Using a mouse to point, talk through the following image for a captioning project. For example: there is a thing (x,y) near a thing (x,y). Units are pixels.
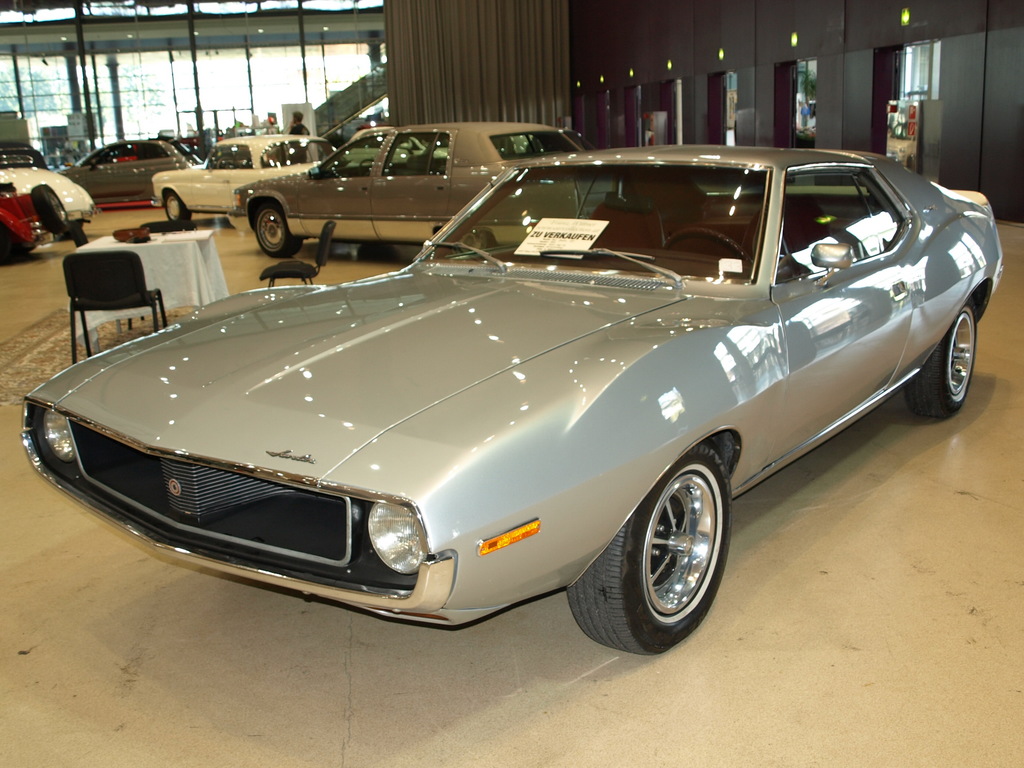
In a showroom (212,120) there are many cars (315,194). There is a table (173,245) with white color cloth (179,244) on it. There are two black color chairs (113,267). We can see a curtains (482,71). And to the right side (786,80) there are doors (789,100) with the glasses (893,107).
